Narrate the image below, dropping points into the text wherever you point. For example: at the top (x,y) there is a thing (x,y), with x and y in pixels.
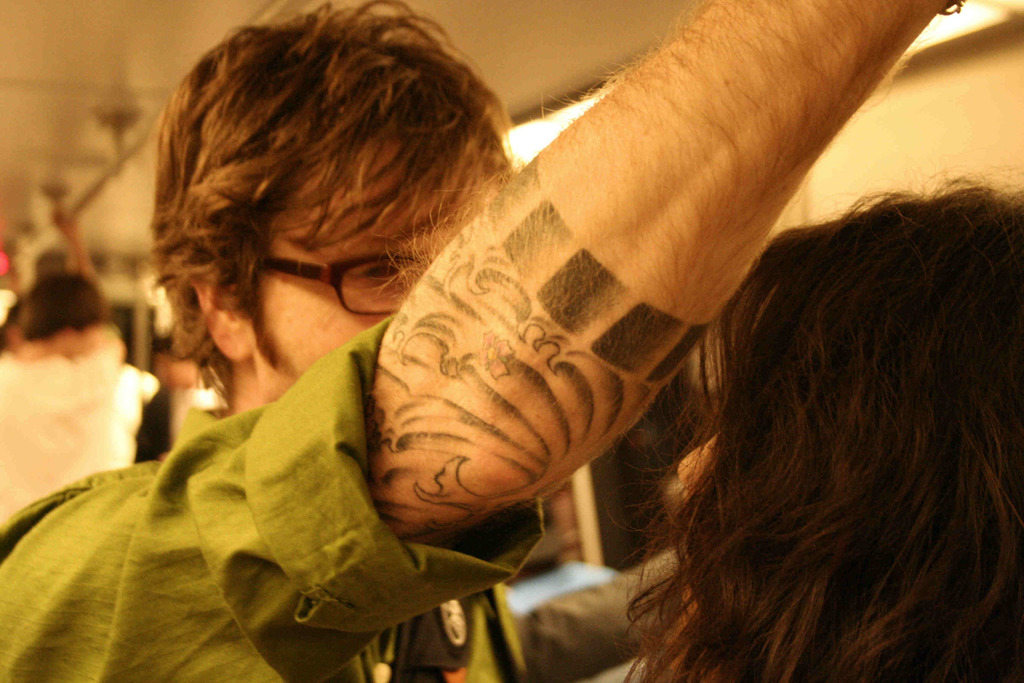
In the image we can see there are people (524,427) standing and they are holding the rods (94,191) on the top (74,215).
